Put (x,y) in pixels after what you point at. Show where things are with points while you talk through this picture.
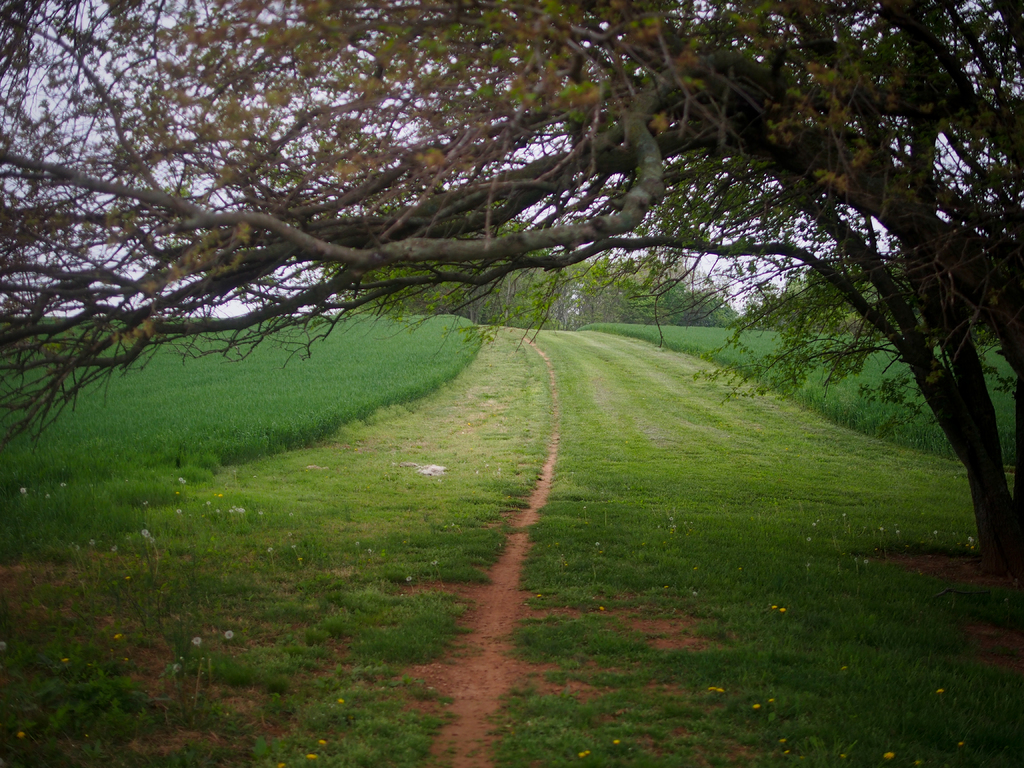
In this picture we can see the grass (369,502), trees (901,251) and in the background (873,221) we can see the sky (778,285).
